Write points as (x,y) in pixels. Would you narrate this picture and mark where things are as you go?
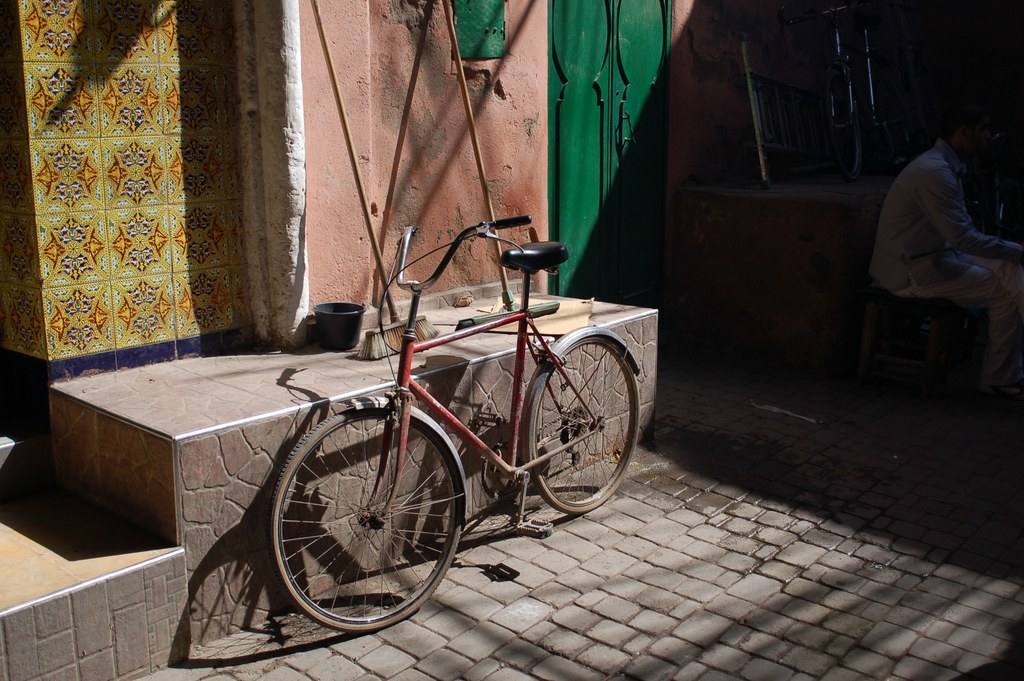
In the center of the image (521,347) there is a cycle (454,549) on the floor (446,606). In the background (914,170) we can see person (888,208), door (597,73) and building (169,164).
